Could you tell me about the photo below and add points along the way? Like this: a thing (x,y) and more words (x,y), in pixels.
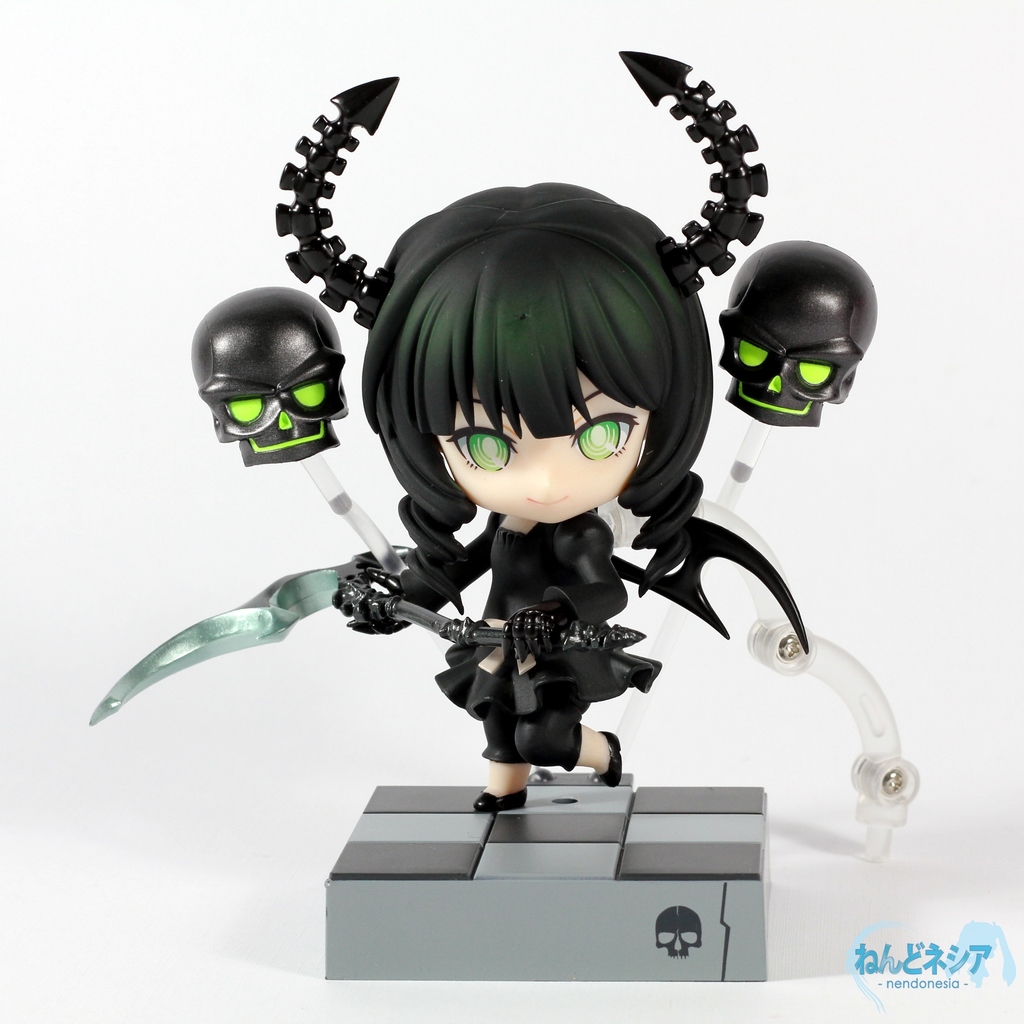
In the picture I can see cartoon animated image (512,531) who is wearing black color dress (470,697) and holding some weapon (261,617) in hands (381,596) standing on the surface (512,933).
